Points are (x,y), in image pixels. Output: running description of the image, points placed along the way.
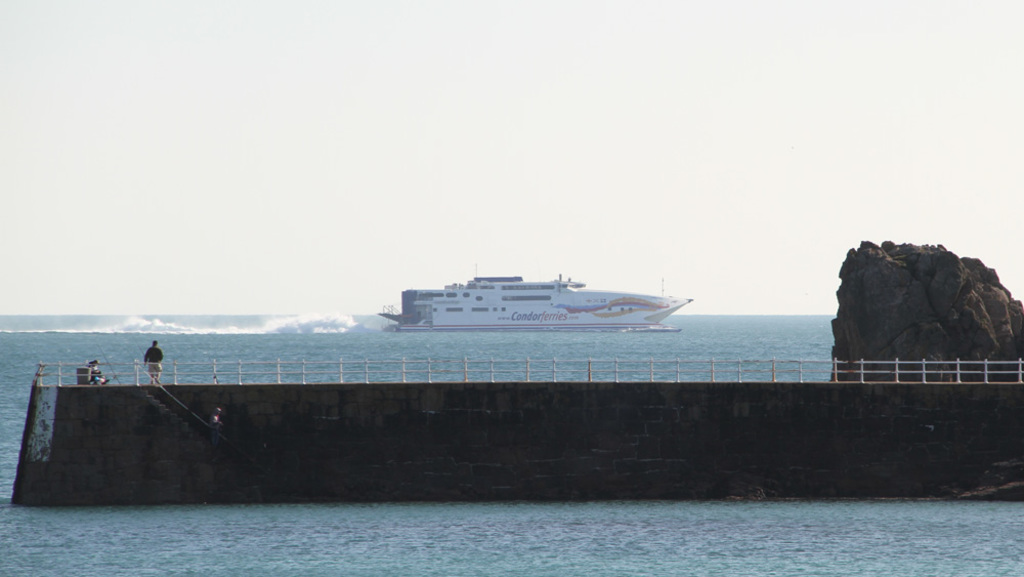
In the image we can see a person (153,370) standing, wearing clothes (152,371). This is a bridge (484,429), fence (835,361), water (609,553), hill (945,345) and a white sky (622,241). We can even see there is a ship (495,310) in the water (186,377).
